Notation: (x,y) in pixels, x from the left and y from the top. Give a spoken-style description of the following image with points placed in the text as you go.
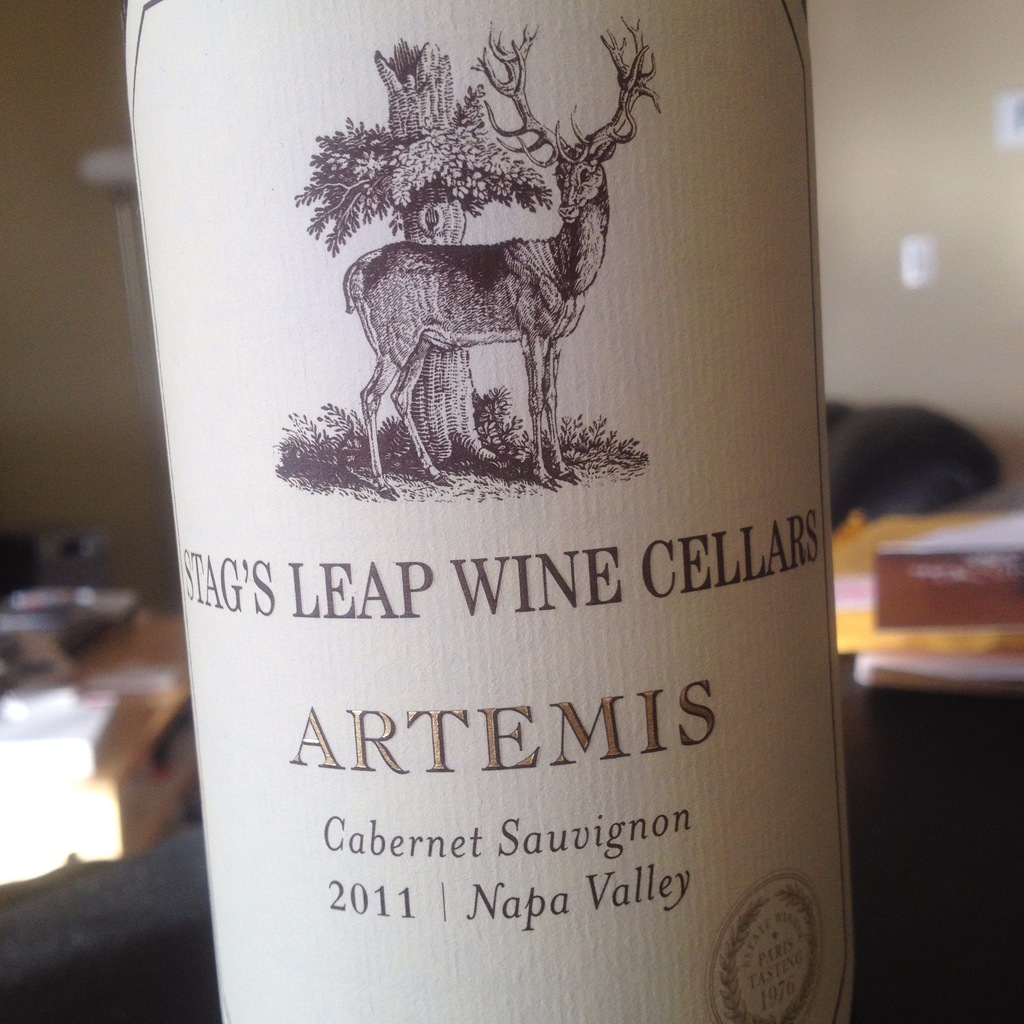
In this image it looks like a bottle (491,188) and we can the sticker (433,475) with text (466,732), numbers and image (492,284). And blur background (99,923).
